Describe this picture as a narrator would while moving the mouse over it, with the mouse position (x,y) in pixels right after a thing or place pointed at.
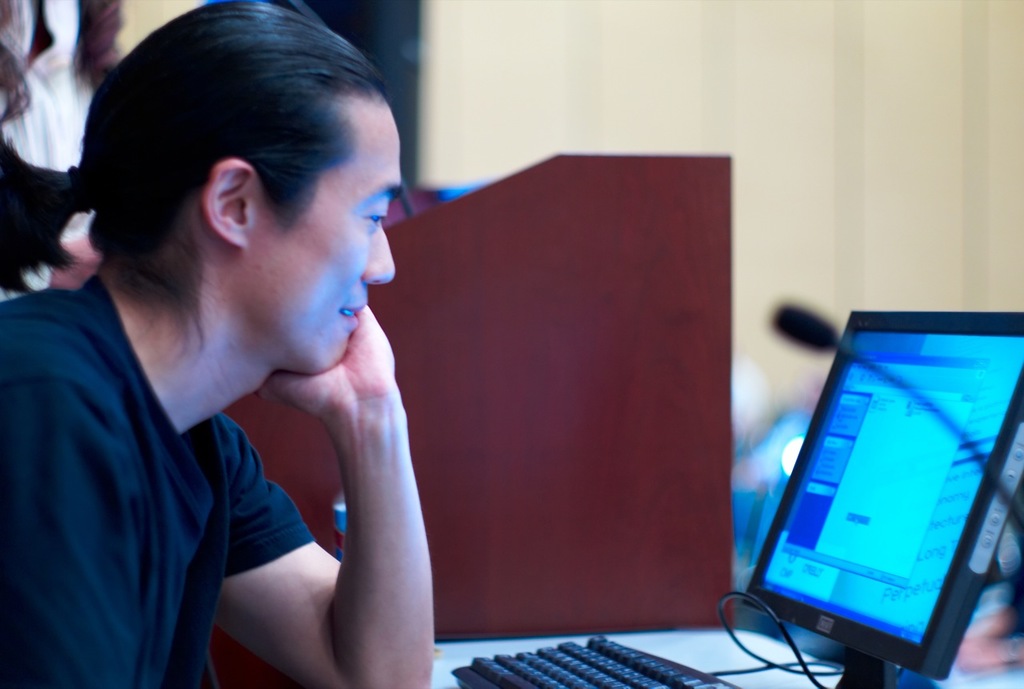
In the image there is a man (80,495) in dark blue t-shirt (99,514) sitting in front of table (782,677) with computer (939,335), keyboard (551,652) and a mic (782,315) on it, behind him it seems to be a person (23,141) standing and on the right side (691,59) background (568,53) its a wall (841,146).
